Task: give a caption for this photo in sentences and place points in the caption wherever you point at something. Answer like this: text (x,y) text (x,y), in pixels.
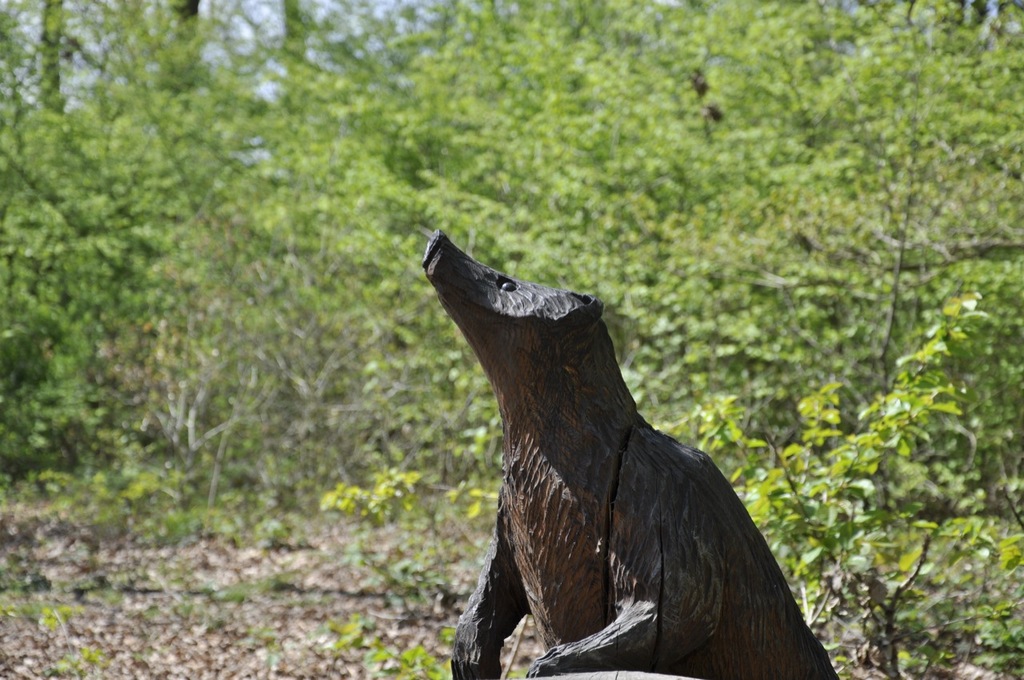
In this image in the foreground (532,385) there is one sculpture (548,377), and in the background (181,319) there are some trees (680,285) and grass (260,591).
